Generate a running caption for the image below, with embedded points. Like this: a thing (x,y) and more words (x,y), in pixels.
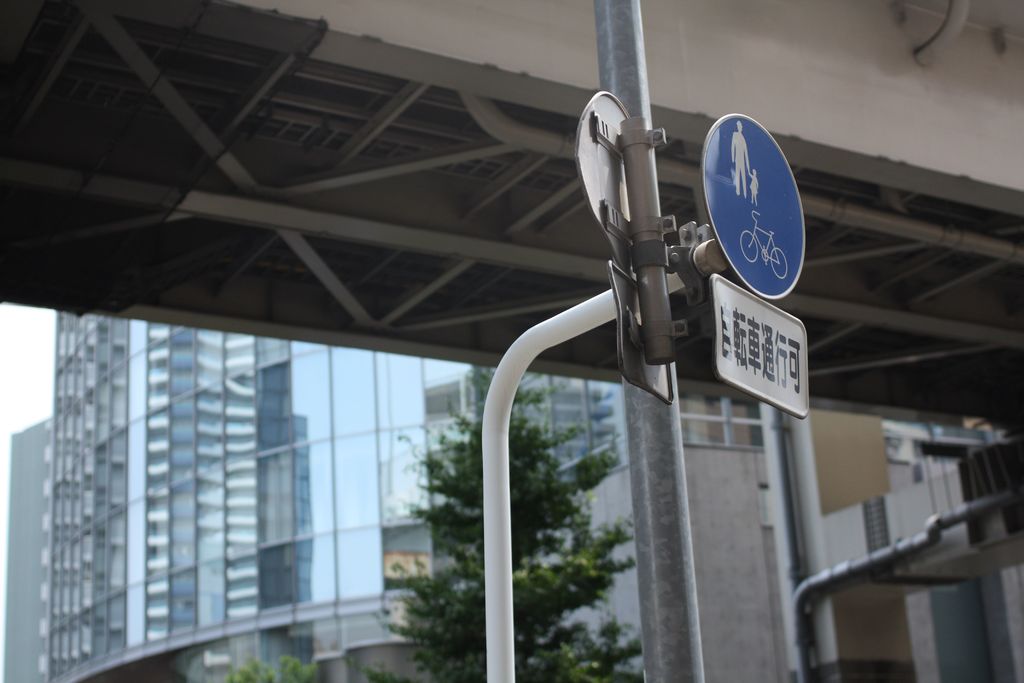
In this image we can see a pole (653,346) with sign board (746,370) attached to it. In the background (92,389) there are buildings (371,495) and trees (454,615).
